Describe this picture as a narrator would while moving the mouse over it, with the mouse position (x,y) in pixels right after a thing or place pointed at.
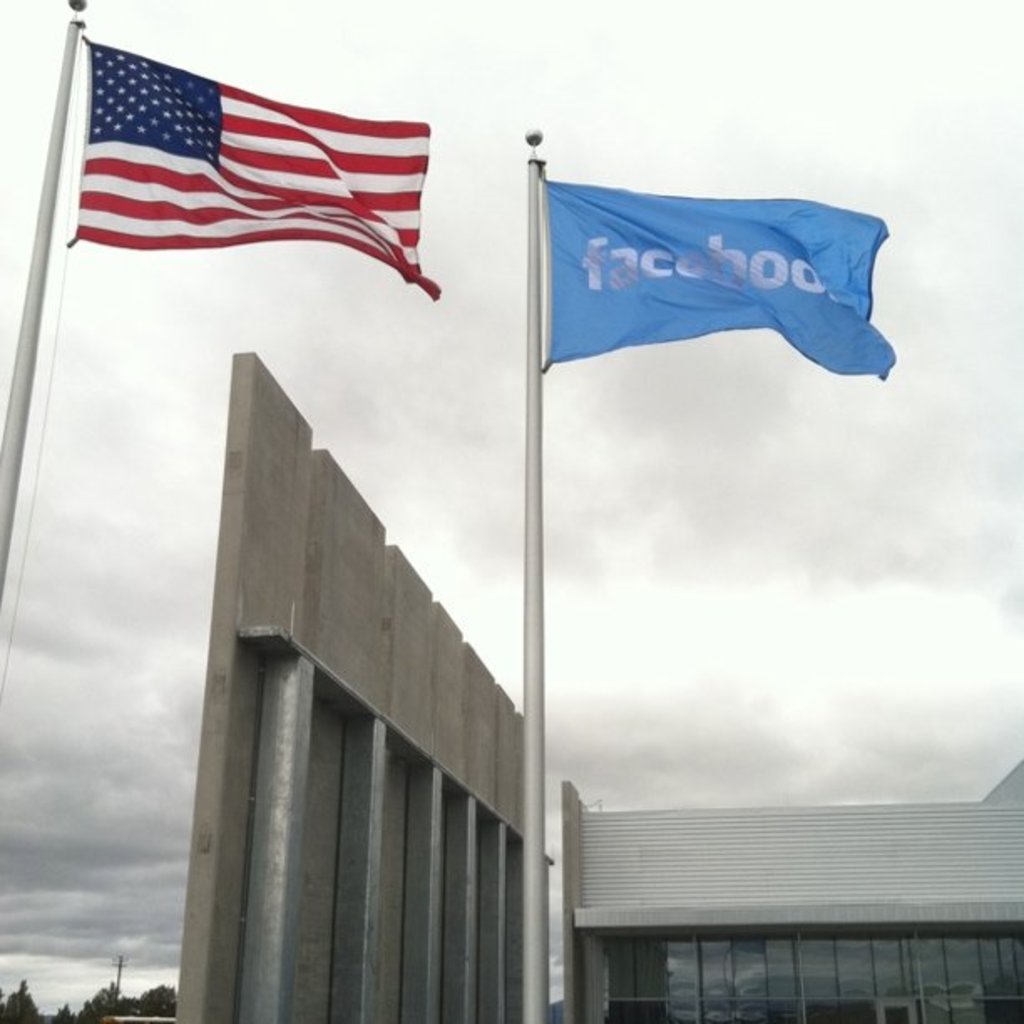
In this image I can see two flags (147,105), they are in blue and white color. Background (704,861) I can see a building (744,865) in white and cream color, and sky (609,520) in white color. I can also see an electric pole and trees (86,1002) in green color.
